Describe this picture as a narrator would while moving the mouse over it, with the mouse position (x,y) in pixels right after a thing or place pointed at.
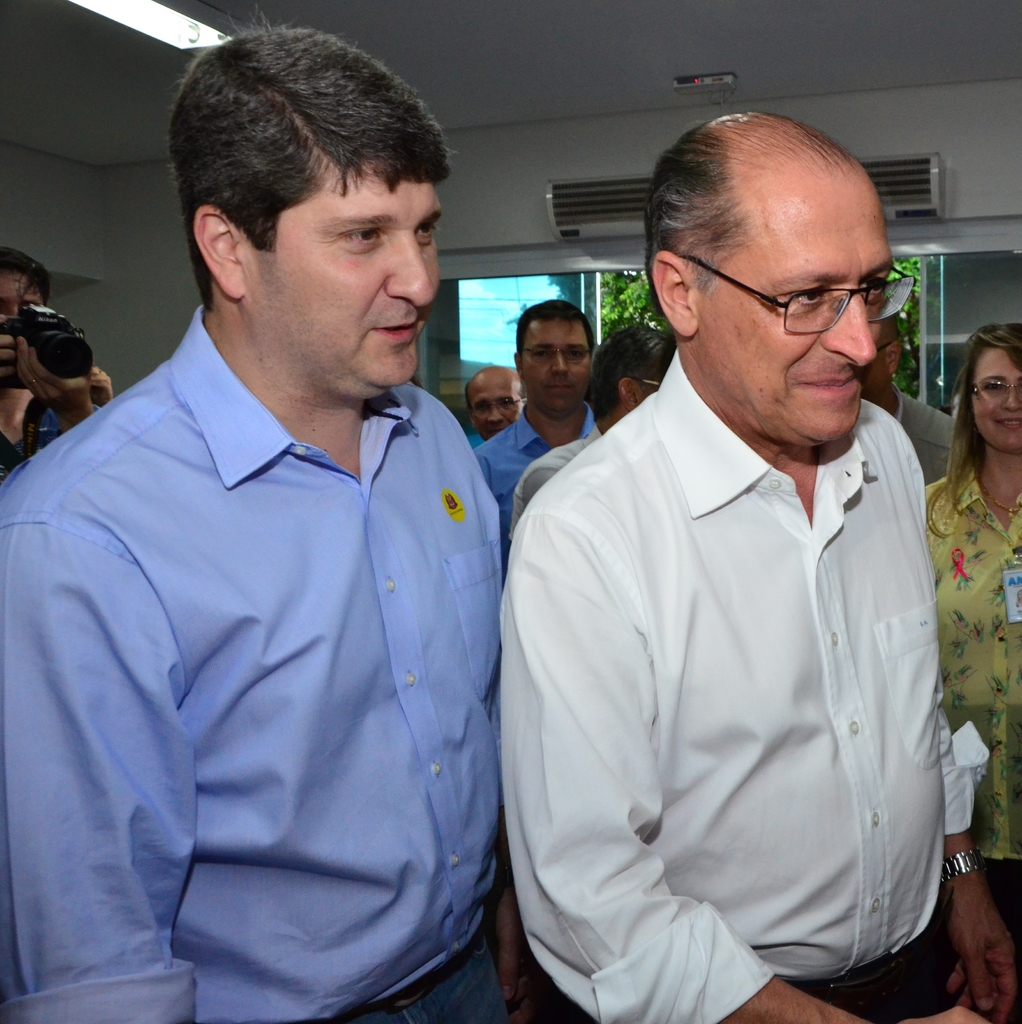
In this image we can see a group of people (822,460) standing. One person (16,306) is holding a camera (77,352) in his hand (97,375). In the background (939,315), we can see air conditioners (635,200), windows (926,313) and some trees (619,307). At the top of the image (161,19) we can see lights (161,19) and a device (717,92) on the roof (330,11).
